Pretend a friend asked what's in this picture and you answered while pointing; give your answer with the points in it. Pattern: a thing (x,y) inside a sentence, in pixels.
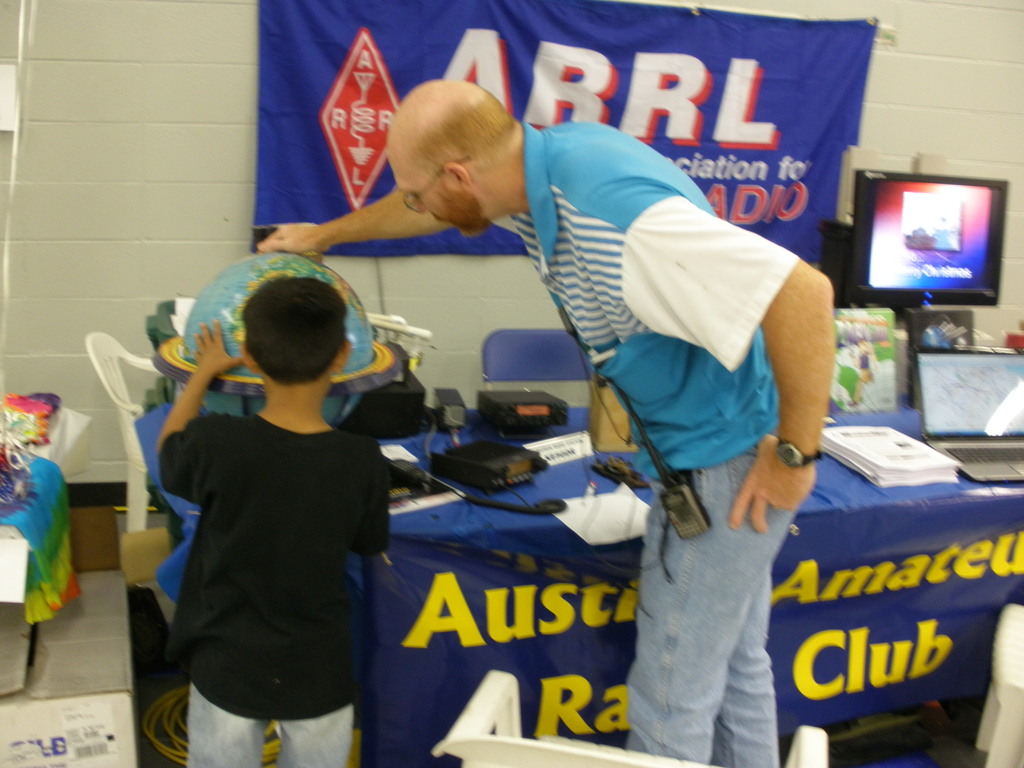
This image is taken indoors. In the background (169,237) there is a wall (911,65) and there is a banner (511,95) with a text (779,167) on it. In the middle of the image (675,289) a man (501,187) and a kid (316,663) are standing on the floor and they are holding a globe (171,343) which is on the table (191,507). On the left side of the image (17,409) there is a table (54,582) with a few things (11,575) on it and there is a cardboard box (87,665) on the floor (143,723). On the right side of the image (975,213) there is a television (1004,189) and there is a table (926,553) with a tablecloth (924,552) and a many things (461,446) on it.
